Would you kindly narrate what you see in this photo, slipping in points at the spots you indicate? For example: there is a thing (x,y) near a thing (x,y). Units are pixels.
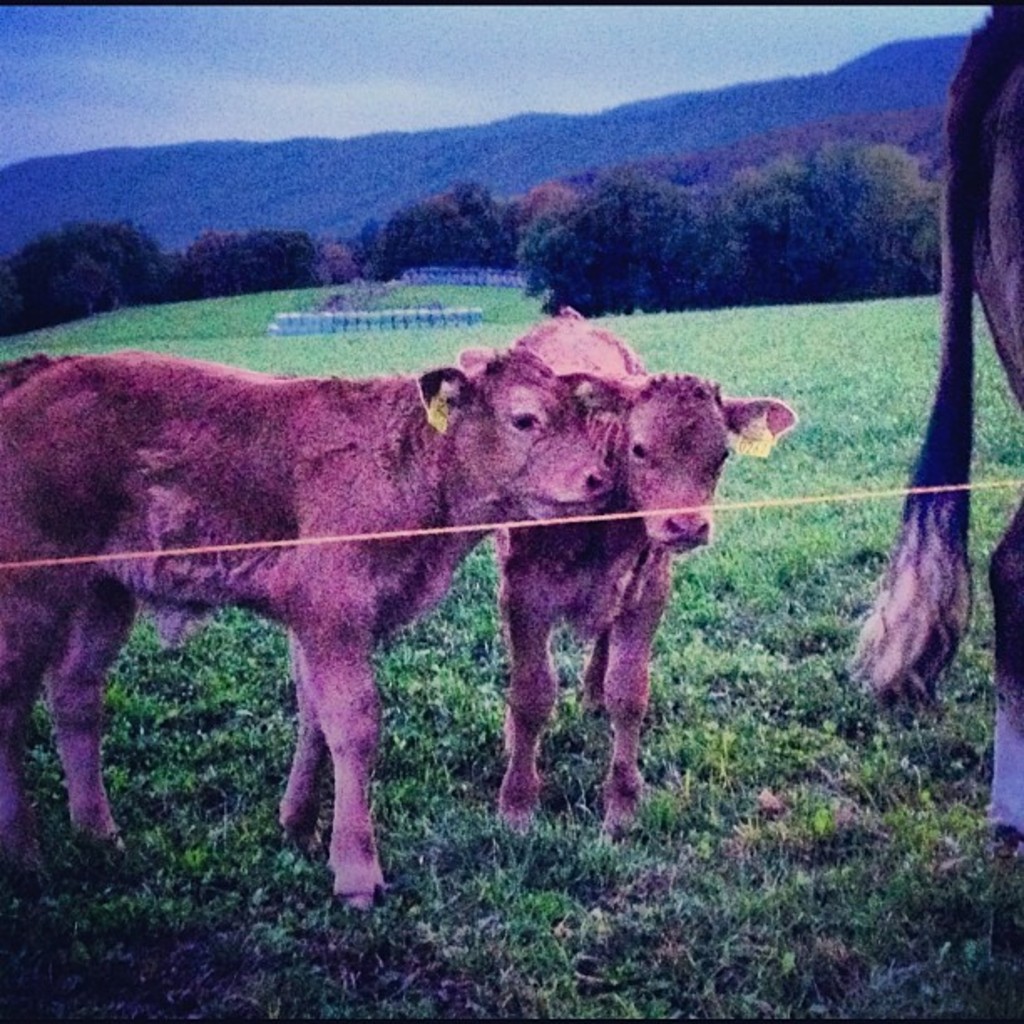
In the image there is a rope (878,492) and behind the rope (859,495) there are two calves (493,376) standing on the grass (797,352) and on the right side (1015,256) there is another animal (946,395), in the background (355,280) there are trees (529,197) and mountains (268,212).
